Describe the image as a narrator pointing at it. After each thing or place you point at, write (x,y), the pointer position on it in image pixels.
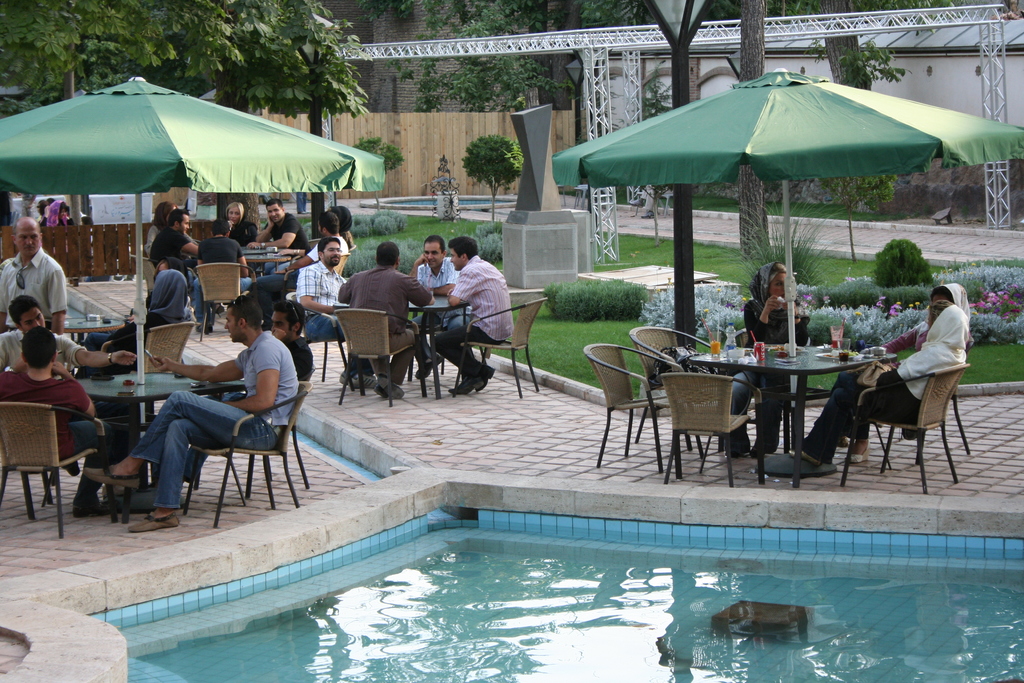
There are some people (182,391) sitting in the chairs (161,354) around the tables (116,376) under the fabric umbrellas (141,155), near the swimming pool (474,599). In the background (571,300) there is lawn (429,230) with some plants (597,292). We can observe some trees (291,71) and wooden railing (412,131) here in the background (404,126).
